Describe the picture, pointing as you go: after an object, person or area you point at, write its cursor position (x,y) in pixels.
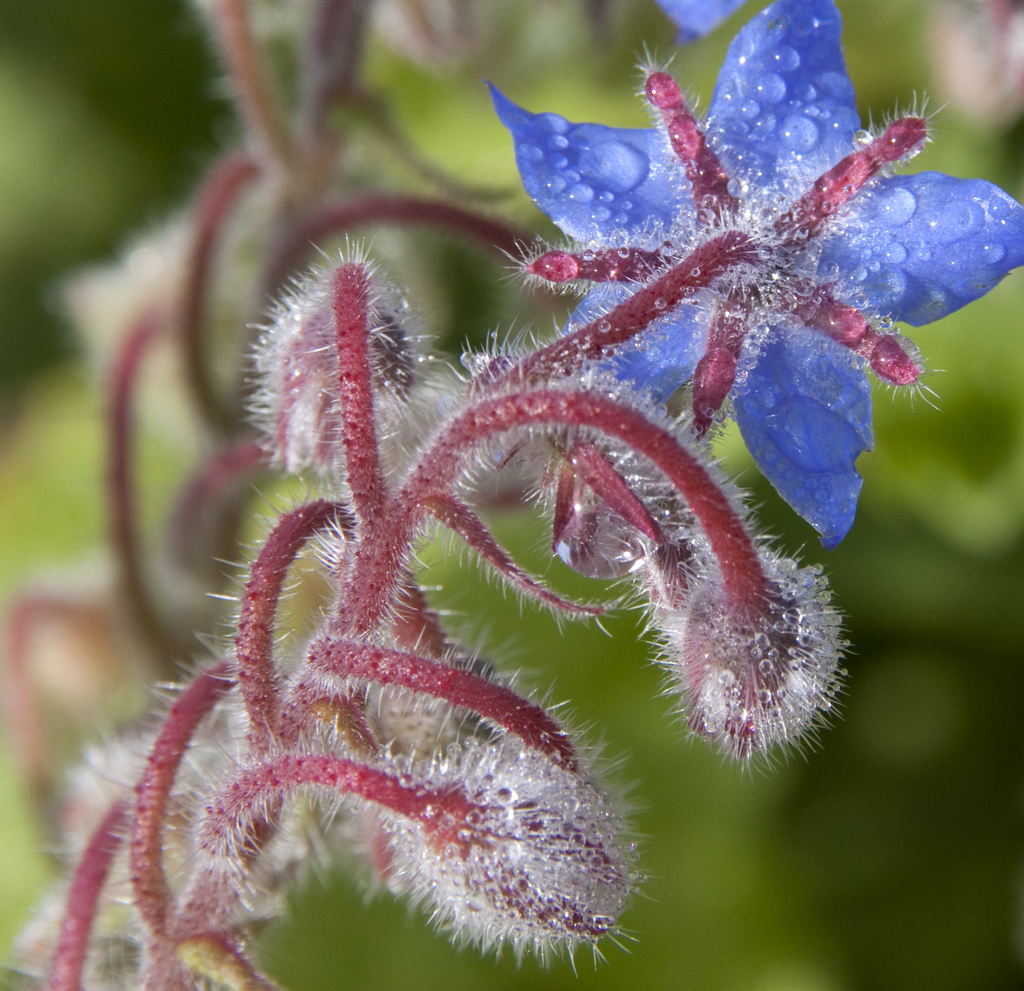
In this image, we can see plants (570,410) and there are flowers (695,204) and buds (617,857).
